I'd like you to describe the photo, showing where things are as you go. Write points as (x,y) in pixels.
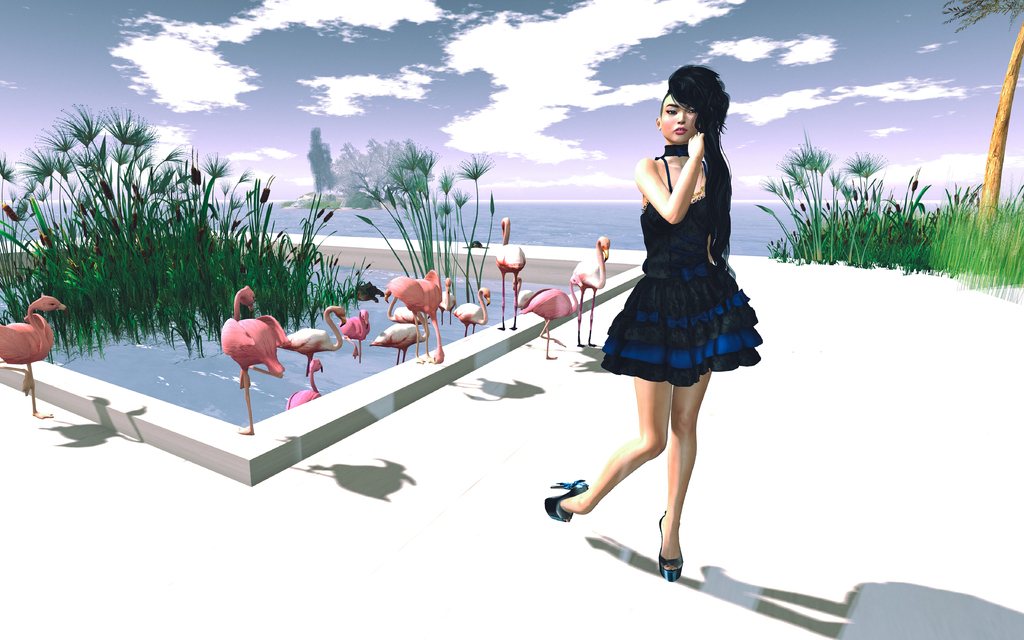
This image is a computer graphic. There is a picture of a woman (709,317) standing at right side of this image (686,297) and there are some flamingos (519,312) in middle of this image (451,276) and there are some plants (318,275) as we can see at left side of this image (284,253) and right side of this image (907,244) as well, and there is a sea (538,218) in the background (578,218) and there is a sky (520,116) at top of this image (448,105).
